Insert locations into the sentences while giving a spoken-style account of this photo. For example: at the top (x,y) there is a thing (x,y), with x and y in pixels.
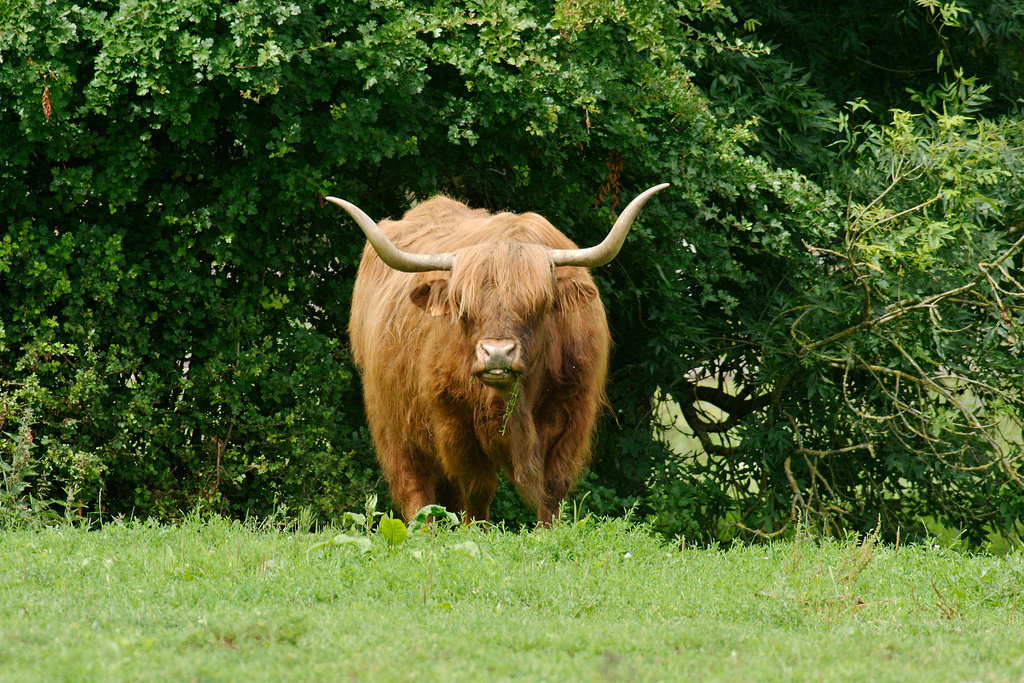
In the center of the image (503,360) we can see one Highland cow (507,386), which is in brown color. At the bottom of the image (479,589), we can see the grass (443,603). In the background (821,89) we can see trees (589,89).
